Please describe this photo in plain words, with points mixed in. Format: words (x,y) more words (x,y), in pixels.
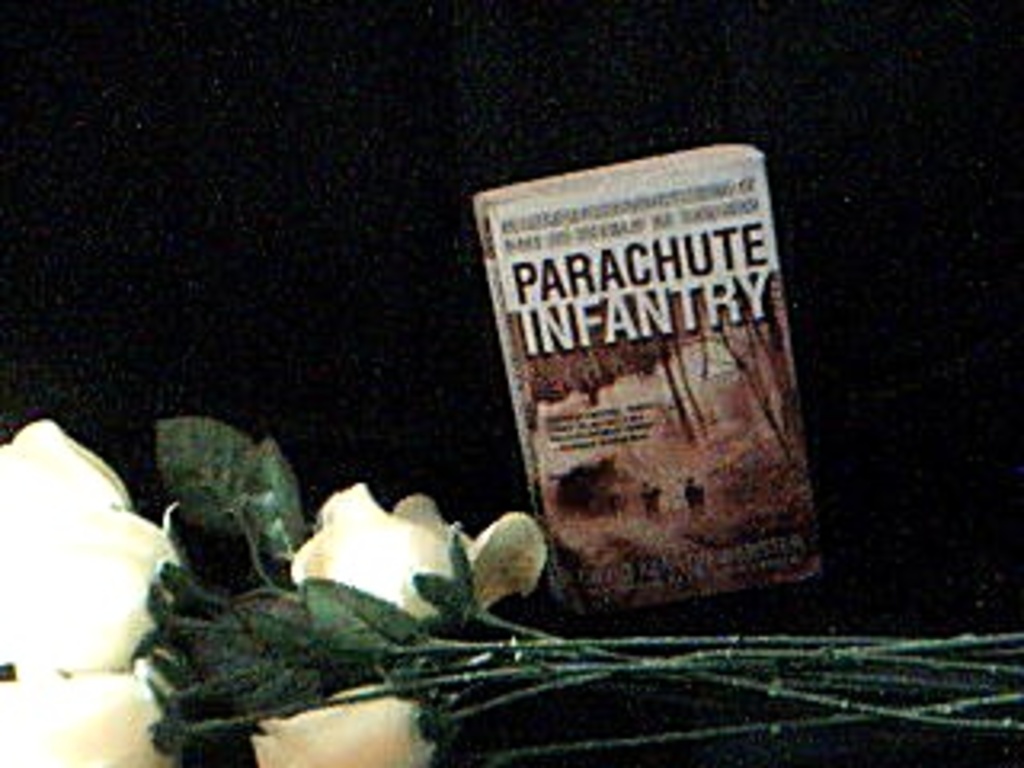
In this image we can see flowers (384,546), leaves (214,474), a book (659,371) and a dark background (637,41).
